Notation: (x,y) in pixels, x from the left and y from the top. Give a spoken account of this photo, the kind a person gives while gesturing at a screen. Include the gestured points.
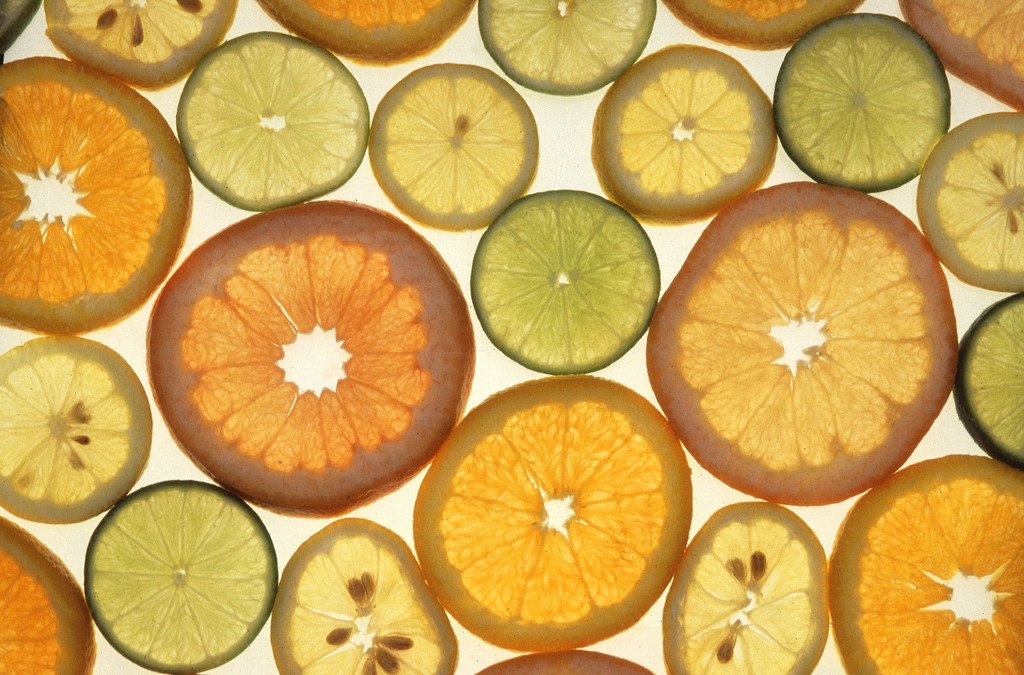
In this image I can see few orange (729,358) and few lemon pieces (511,53). They are in orange, green color. Background (560,112) is in white color.
